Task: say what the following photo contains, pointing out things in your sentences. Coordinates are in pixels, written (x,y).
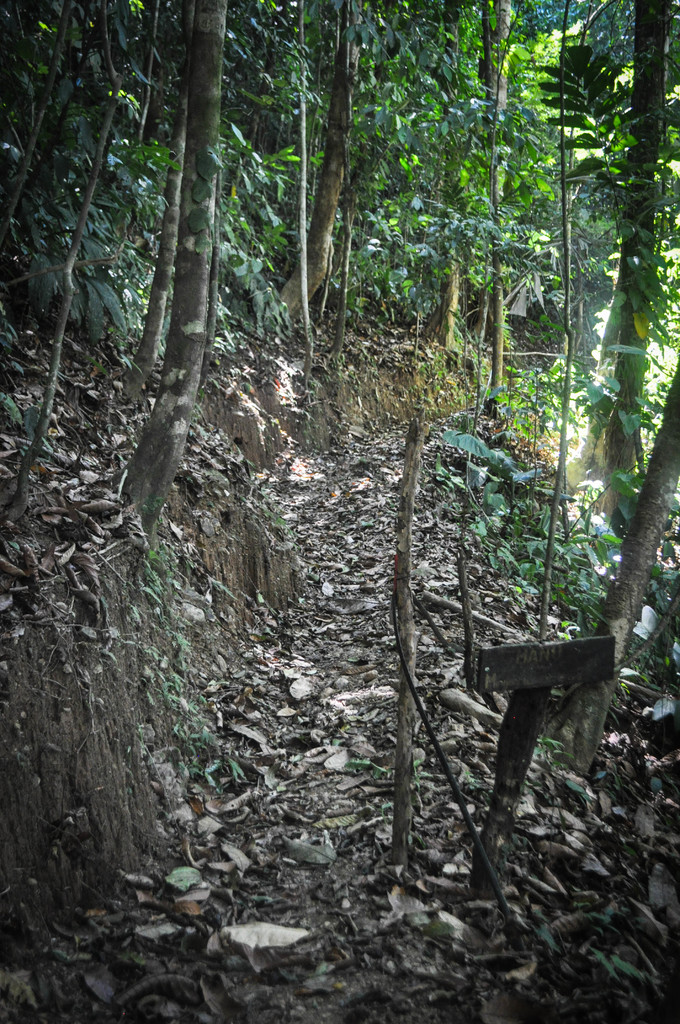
In this image there are dry leaves (284,685) on the ground (360,715) and there are trees (386,162).
